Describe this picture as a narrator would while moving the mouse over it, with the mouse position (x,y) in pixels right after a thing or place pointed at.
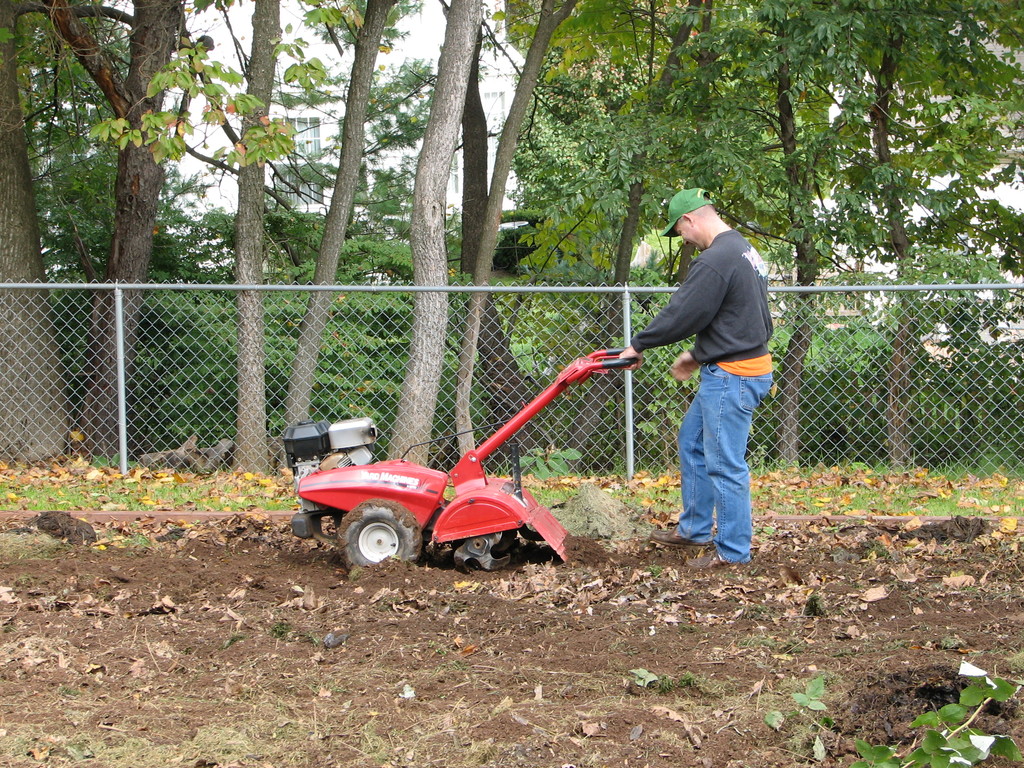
In this image, we can see a person (719,417) holding tiller (358,485) and in the background (354,111), there are trees (826,81), fence (418,357). At the bottom (544,660), there is ground (624,640).
